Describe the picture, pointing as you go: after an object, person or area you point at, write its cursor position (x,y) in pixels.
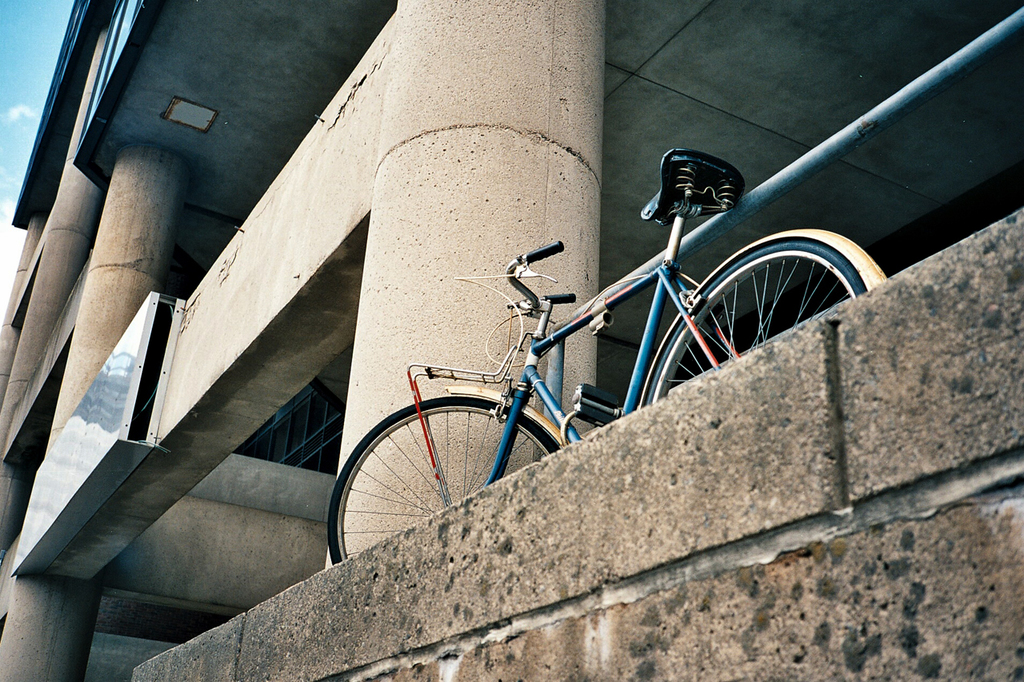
We can see bicycle (631,394) on the surface (627,427), wall (619,527), pillars (508,252), rod (848,134) and board (162,341) on a wall (195,333). We can see sky (30,94).
